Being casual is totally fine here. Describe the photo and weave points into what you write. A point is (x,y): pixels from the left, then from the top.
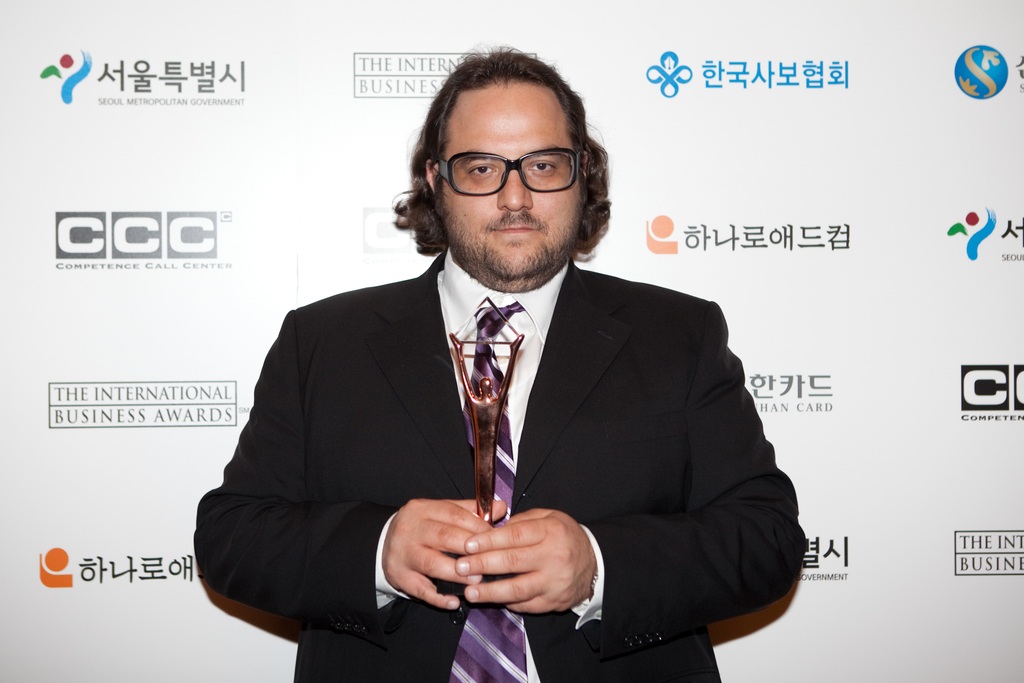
In this picture there is a person (657,472) wearing black suit (607,463) is standing and holding an award (493,458) in his hand (458,520) and there is a banner (343,111) behind him.
